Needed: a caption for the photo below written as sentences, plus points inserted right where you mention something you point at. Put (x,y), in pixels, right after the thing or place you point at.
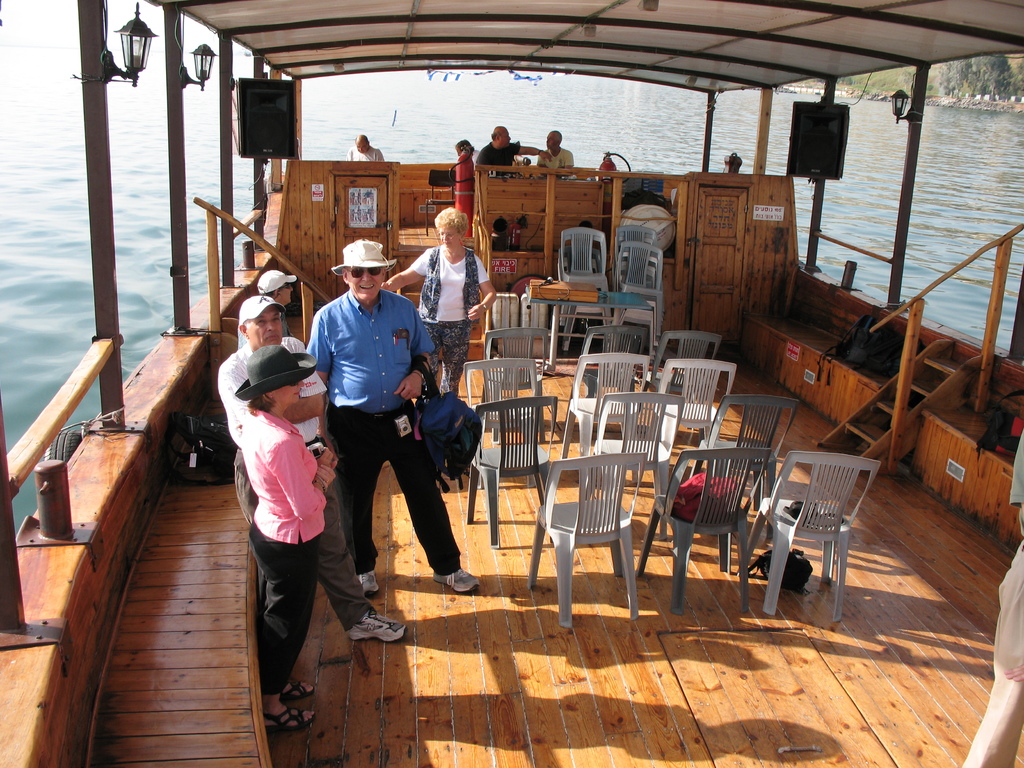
There are group of people (261,520) travelling on a ship (564,670).
